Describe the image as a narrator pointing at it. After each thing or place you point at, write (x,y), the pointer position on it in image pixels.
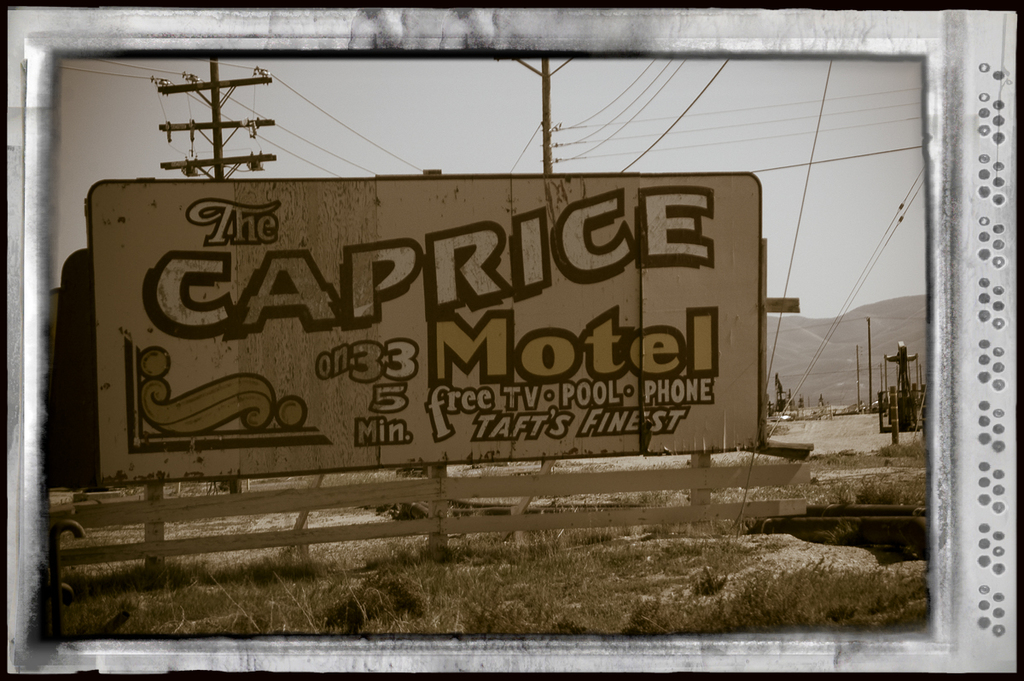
In this picture we can see a board (604,359), fence (723,471), poles (870,343), and wires (702,95). This is grass (612,585) and there is a mountain (860,358). In the background (787,137) there is sky (814,225).
